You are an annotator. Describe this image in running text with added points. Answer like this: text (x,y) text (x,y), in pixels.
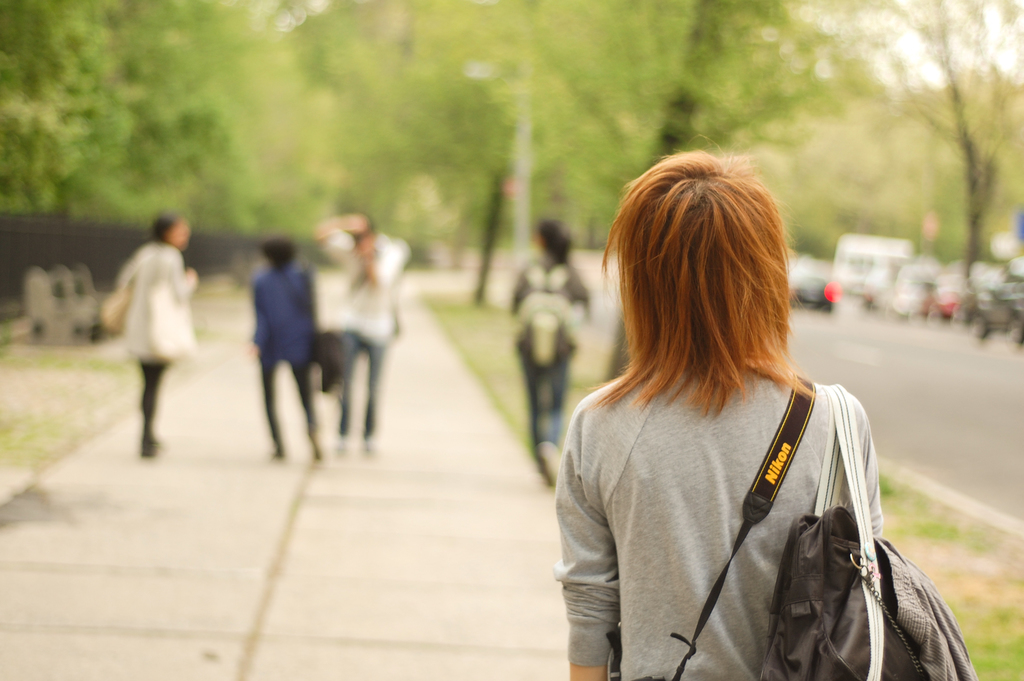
This is a person (674,569) standing and carrying a bag (820,570). I can see a group of people (142,298) standing. In the background (222,113), I can see the trees (460,117). On the right side of the image (997,294), I think these are the vehicles (905,291) on the road (962,347). This looks like a pathway (85,541).
